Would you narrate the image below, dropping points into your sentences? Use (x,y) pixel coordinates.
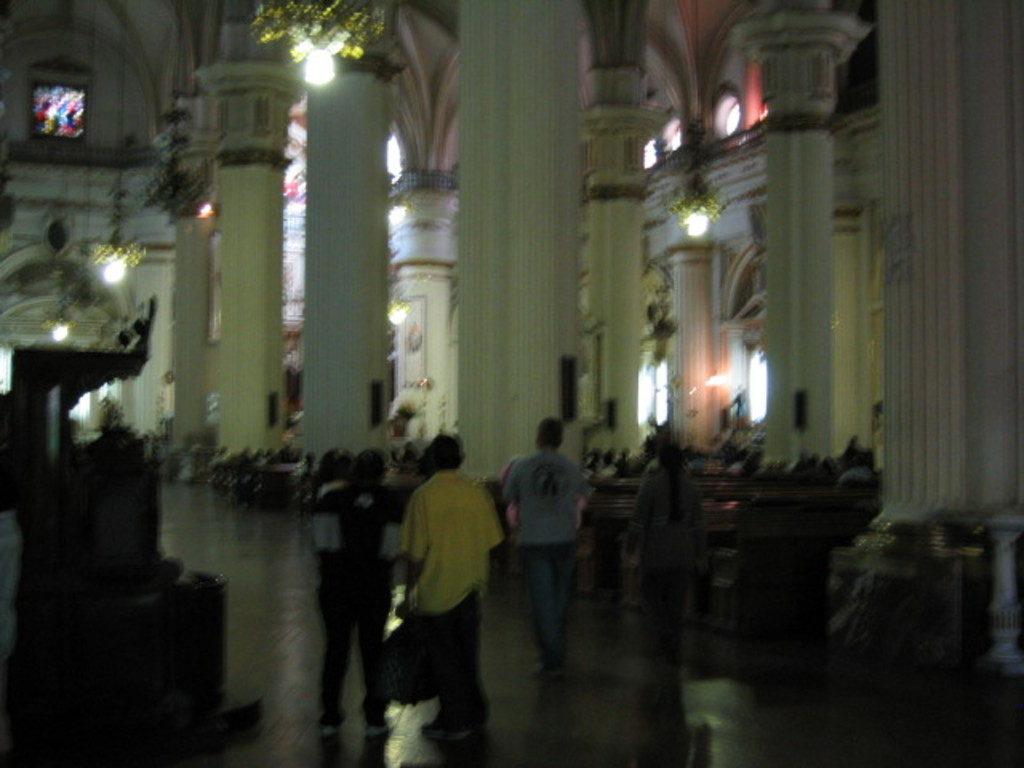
On the bottom (469,700) there is a man (464,507) who is wearing yellow t-shirt (438,534), jeans (439,641) and shoe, standing near to this person (396,550). On the background (792,460) we can see many peoples (716,452) are sitting on the bench (609,480). On the top (267,29) we can see a chandelier (310,2). On the background (469,311) we can see windows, pillars (491,321) and other objects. On the top left corner (83,118) there is a painting (55,130).
